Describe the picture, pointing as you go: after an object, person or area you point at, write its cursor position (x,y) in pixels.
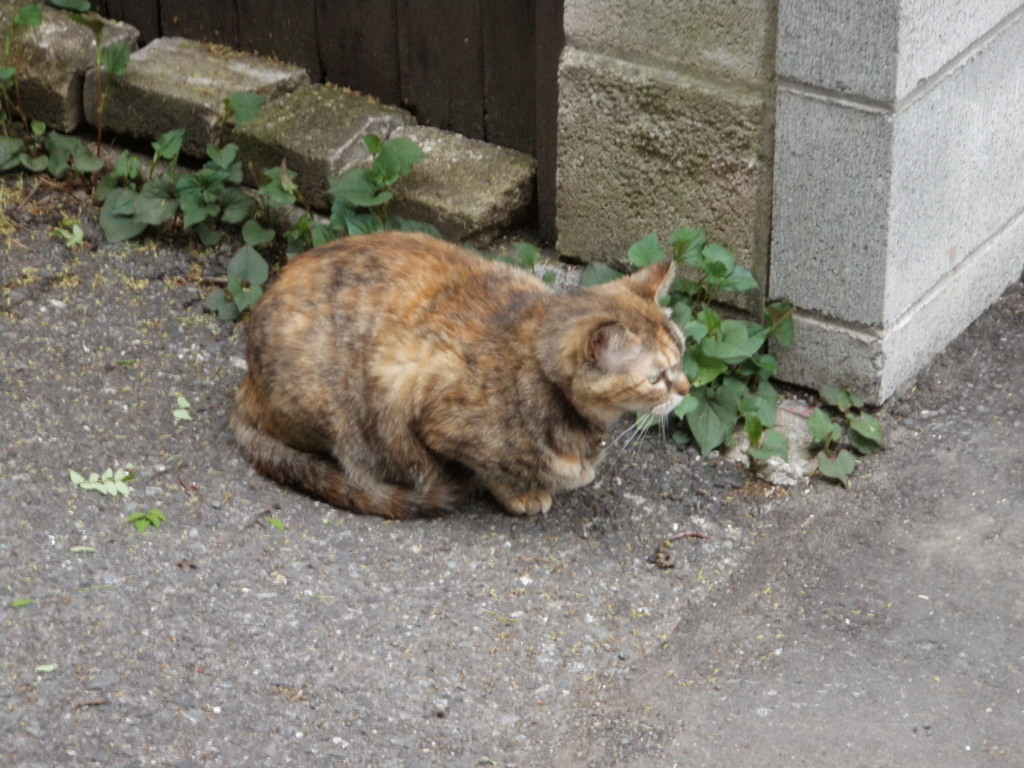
In this picture we can see a cat (345,324), few plants (285,169) and bricks (470,149).
